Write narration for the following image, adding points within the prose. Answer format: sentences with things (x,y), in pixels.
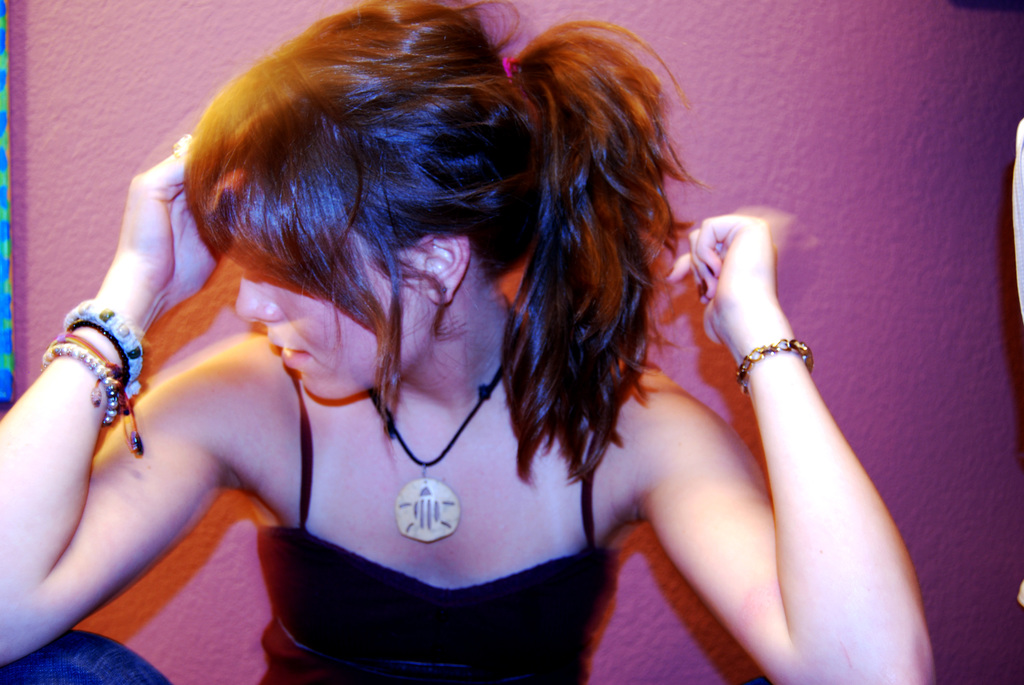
This picture seems to be clicked inside. In the center (373,423) there is a woman (575,480) wearing black color dress (393,613) and sitting. In the background (971,65) there is a wall (969,399) and some other objects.
